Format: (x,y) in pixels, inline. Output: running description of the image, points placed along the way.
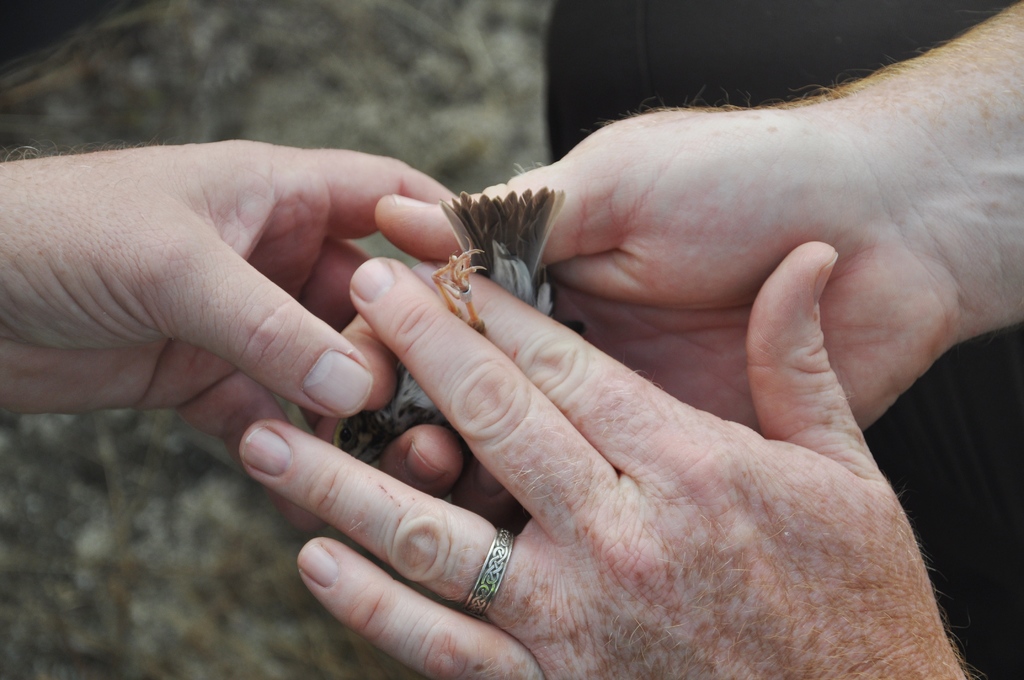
In this image we can see hands (549,416) of the people (497,322) holding the bird (442,275). At the bottom of the image (92,554) there is grass (184,550) on the surface (252,31).
